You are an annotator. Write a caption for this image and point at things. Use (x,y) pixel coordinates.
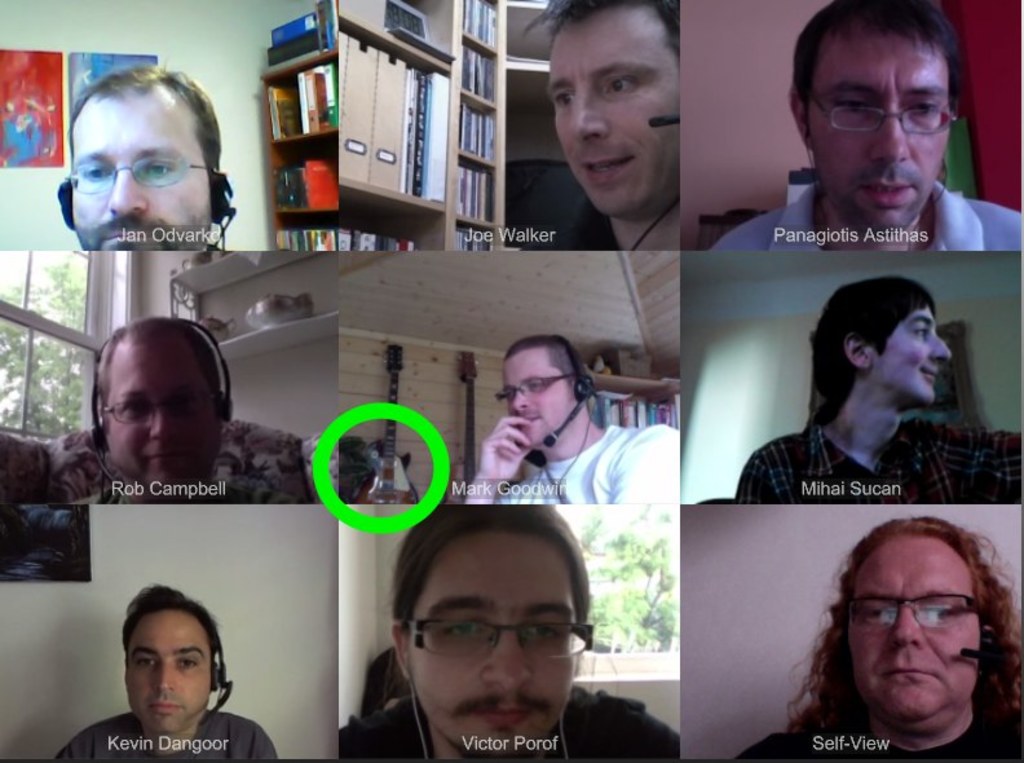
It looks like a conference video call, many people (186,404) wearing headsets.
